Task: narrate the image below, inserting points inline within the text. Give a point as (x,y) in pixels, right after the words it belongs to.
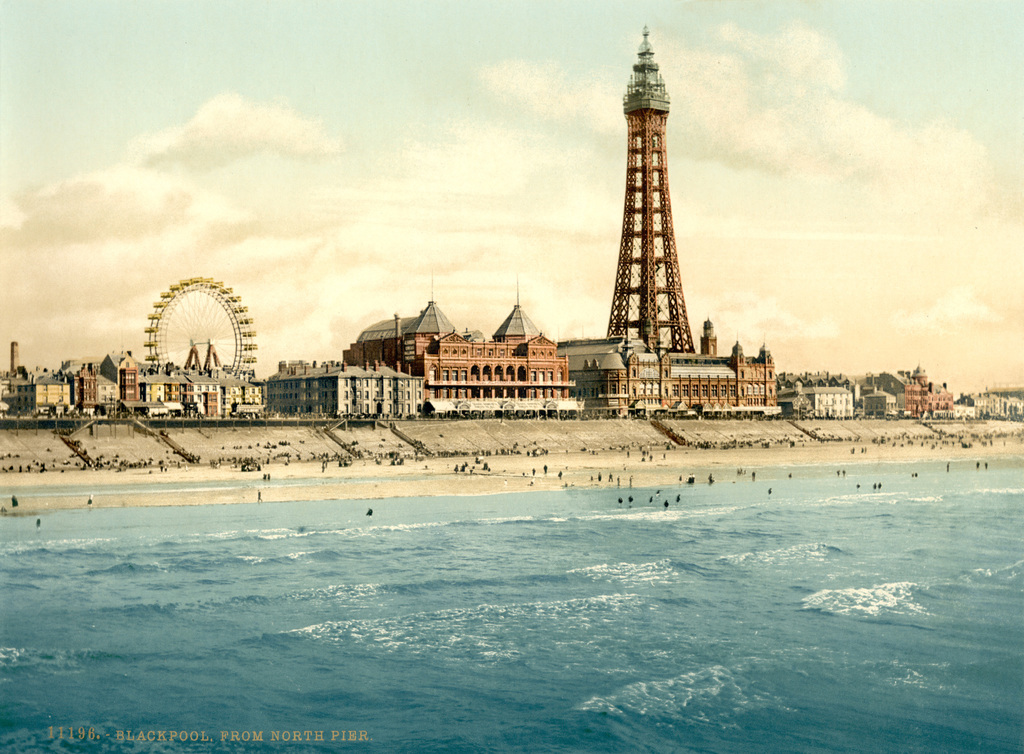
In this image I can see the water (402,628), number of persons (642,459) in the water (647,523) and on the beach (395,478). In the background (262,409) I can see few buildings (364,391), a tower (648,249), a giant wheel (228,304) and the sky (290,139).
